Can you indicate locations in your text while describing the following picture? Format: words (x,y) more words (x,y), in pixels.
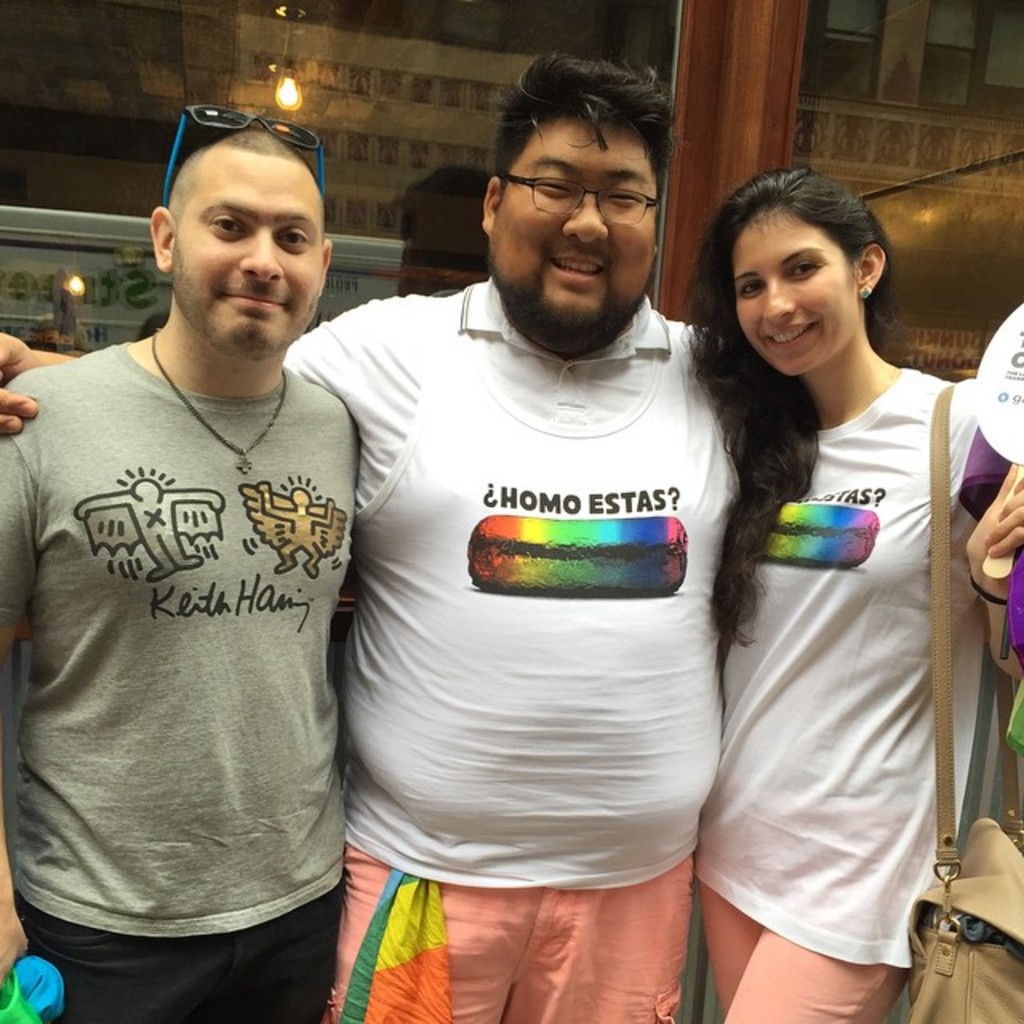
In this picture we can see two men (605,564) and a woman (840,557) standing and smiling, this woman (880,483) is carrying a bag (935,730) and holding a card (1019,426), in the background (412,77) there is a glass (464,82), we can see reflection of light (289,102) on the glass (219,101).
